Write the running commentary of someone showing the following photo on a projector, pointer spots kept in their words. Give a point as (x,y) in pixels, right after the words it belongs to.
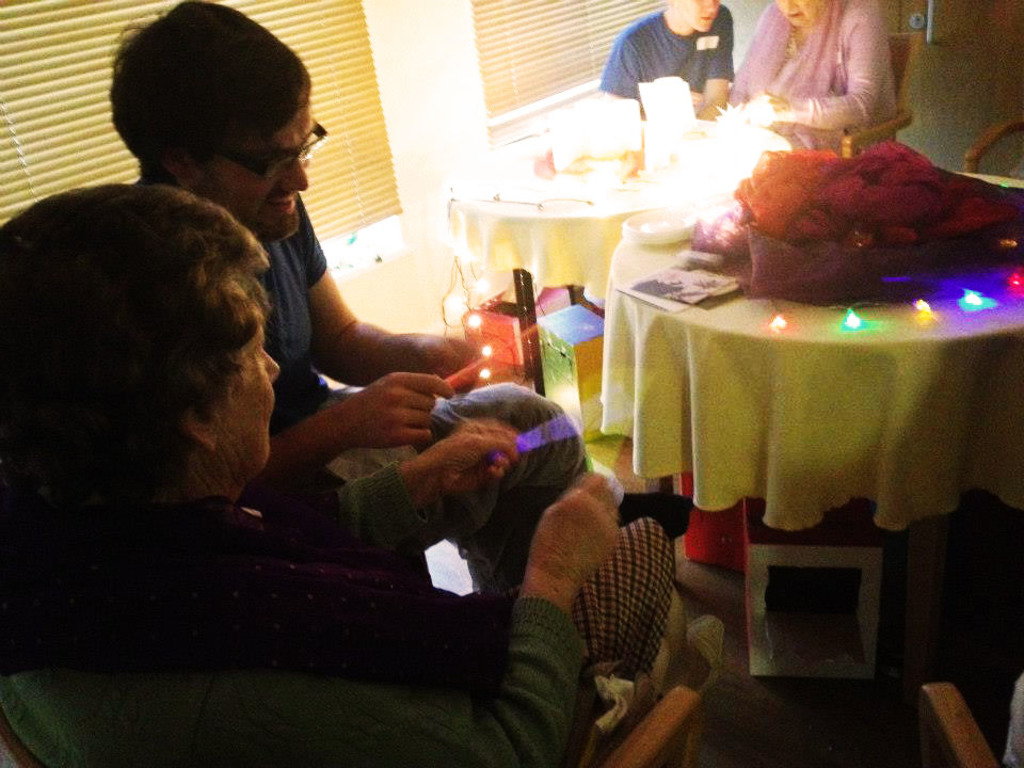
there are four persons (408,360) sitting in the chair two persons (543,414) on one side and two persons (751,53) on other side there are two tables (845,318) in which different items (707,295) are present on it.
